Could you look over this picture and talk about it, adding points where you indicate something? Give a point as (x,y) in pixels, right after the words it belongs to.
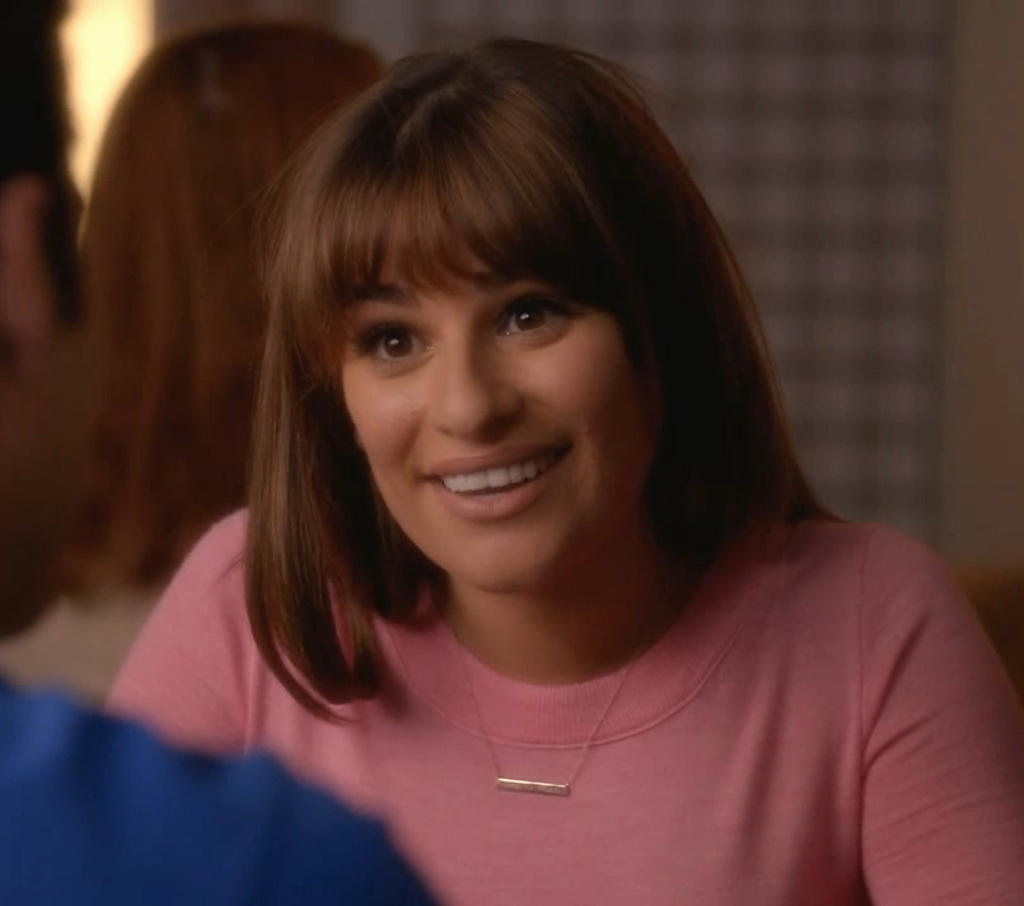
Background (902,323) portion of the picture is blurred. In this picture we can see a woman (481,866) and she is smiling. On the left side of the picture (36,167) we can see the partial part of a man (151,832).
